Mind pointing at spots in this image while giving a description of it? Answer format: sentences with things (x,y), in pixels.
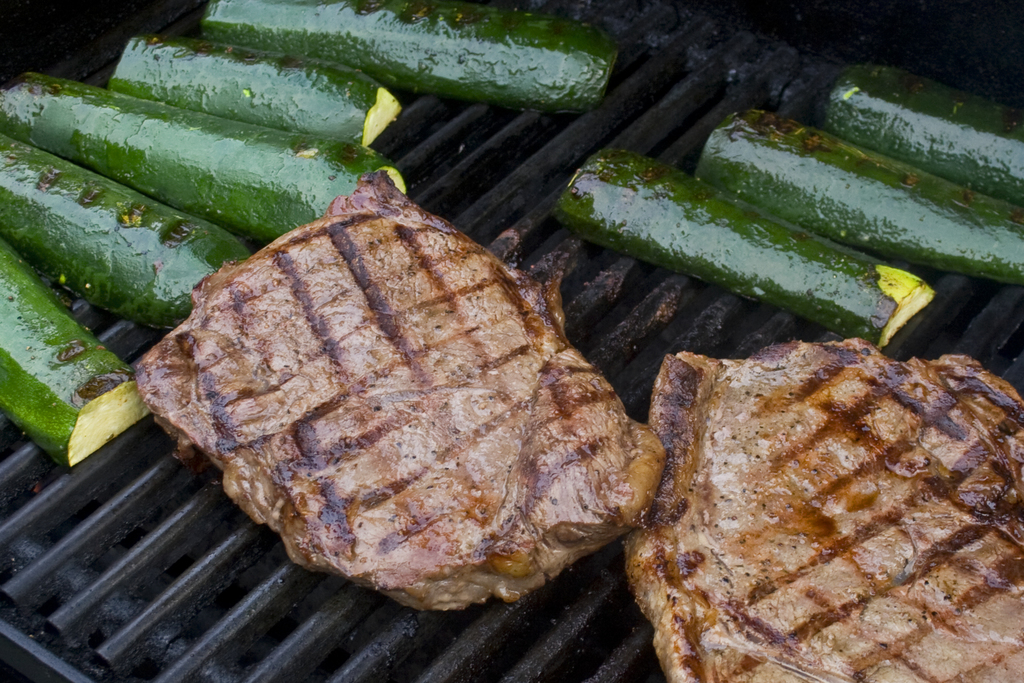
In this image there is grille (704,116) truncated, there is food (353,433) on the grille (186,552), the food (458,250) is truncated.
